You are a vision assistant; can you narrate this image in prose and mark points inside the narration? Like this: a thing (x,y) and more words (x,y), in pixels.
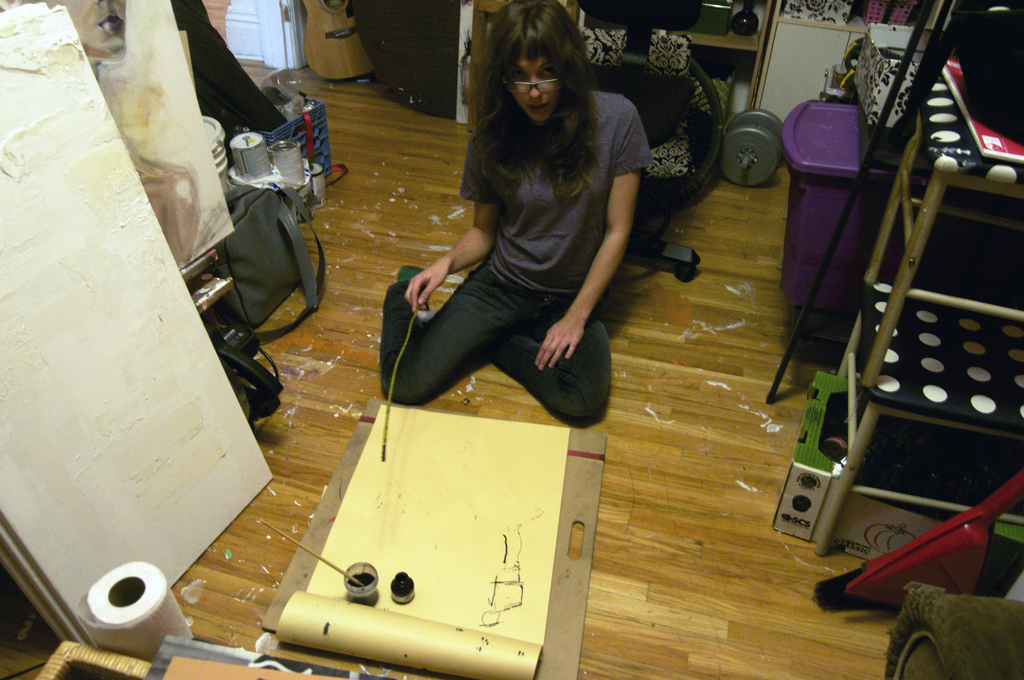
In this image there is a person (493,247) sitting on the floor (463,218) and she is holding the stick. Around her there are a few objects (473,5).
